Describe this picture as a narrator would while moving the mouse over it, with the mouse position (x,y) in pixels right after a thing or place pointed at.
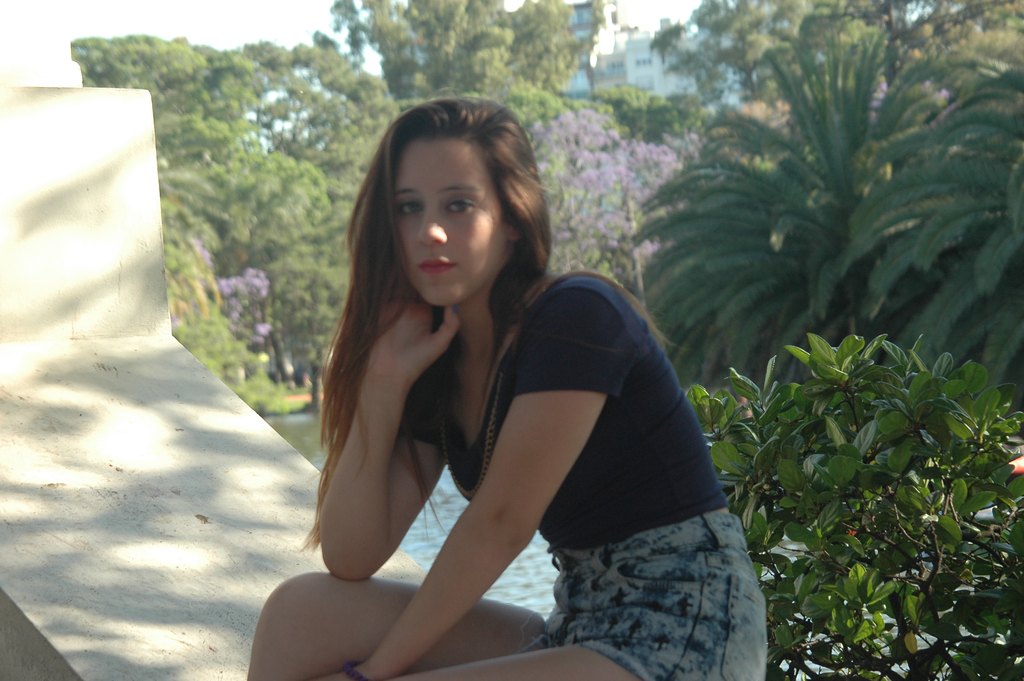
In this picture we can see a woman (485,385) sitting on the wall (111,377). We can see a few plants (758,416) on the right side (924,491). There is water (313,448). We can see a few trees (467,63) and buildings (620,41) in the background (686,179).
